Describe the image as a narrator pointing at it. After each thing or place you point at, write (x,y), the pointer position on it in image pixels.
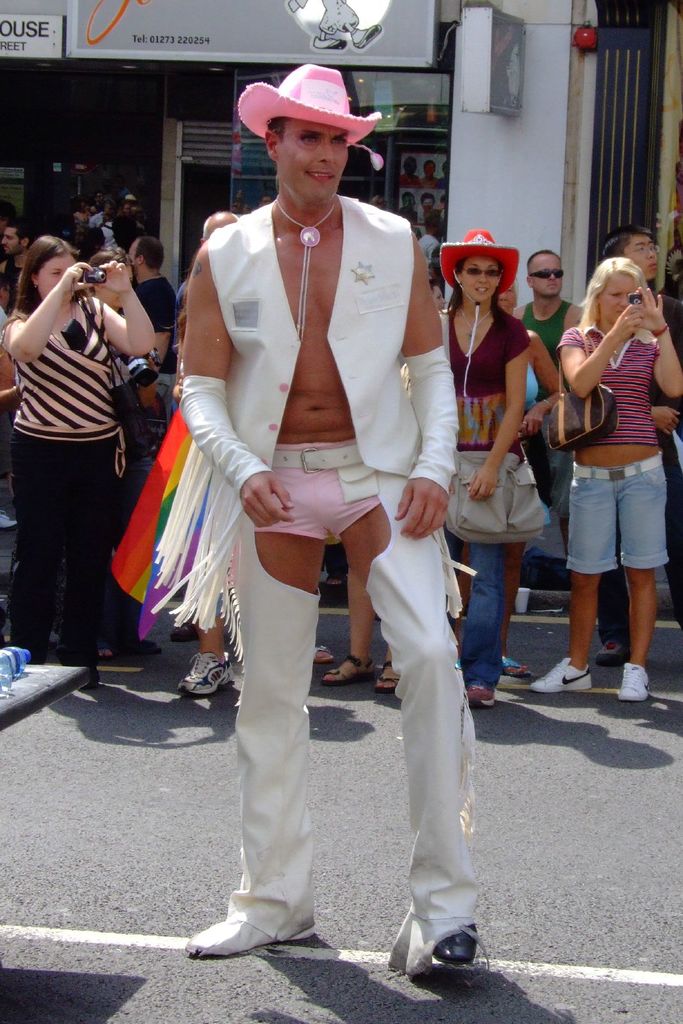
In this image there are group of persons (398,426) standing, the persons (337,359) are holding an object (177,449), there is the road (140,822) truncated towards the bottom of the image (487,729), there is an object (48,696) truncated towards the left of the image (40,689), there are boards (268,40) truncated towards the top of the image (236,14), there is text (32,28) on the board (321,31), there is a wall (530,84) truncated towards the top of the image (545,70), there are objects (493,70) on the wall (530,75).
